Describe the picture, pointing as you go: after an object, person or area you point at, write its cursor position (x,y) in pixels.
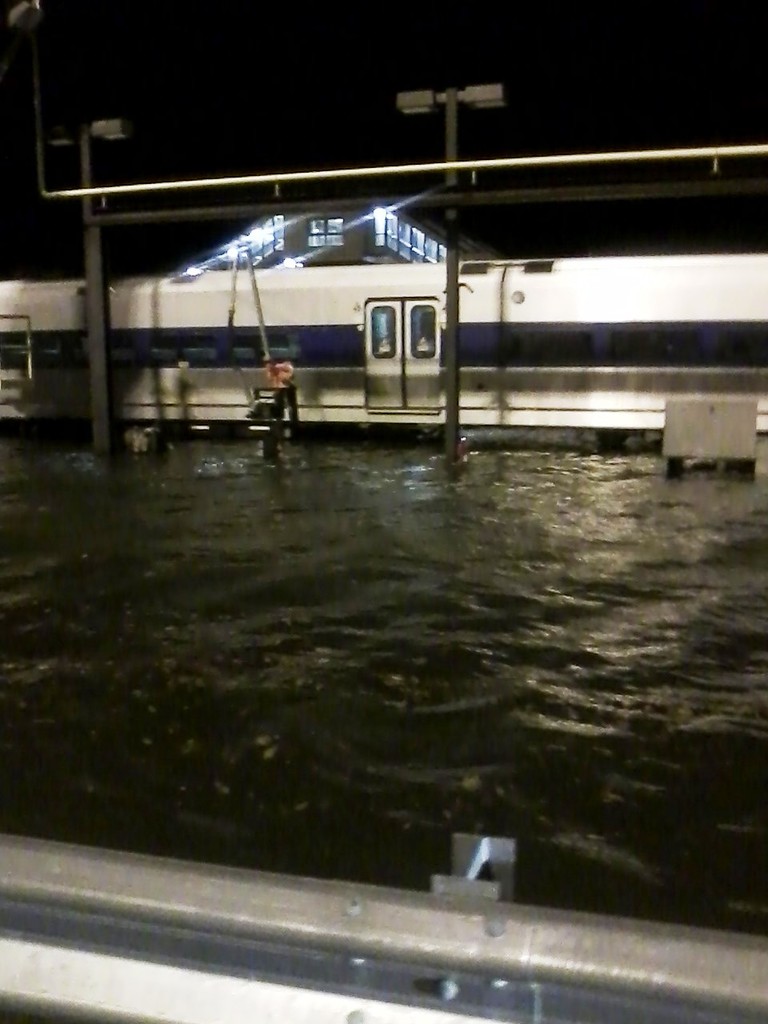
In this image we can see fence (388,957), water (461,725), train (374,392), light poles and a building (409,228) in the background (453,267).
